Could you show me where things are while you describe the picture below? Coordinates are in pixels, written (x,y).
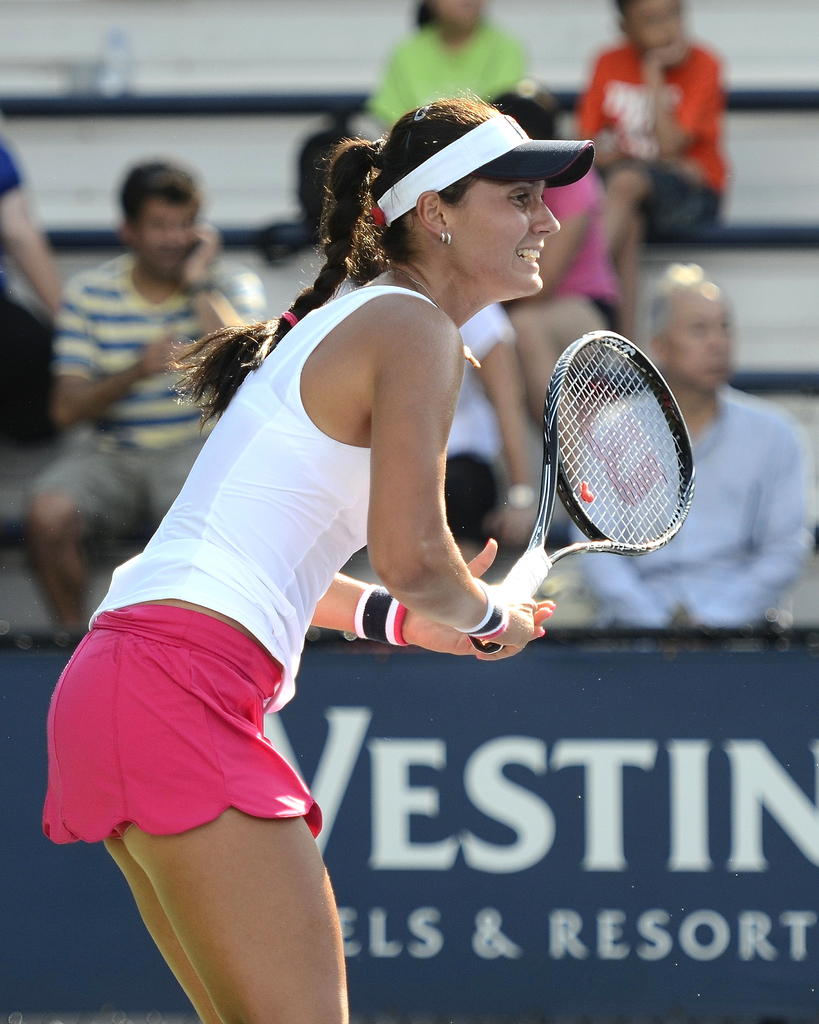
In this picture there is a woman (350,250) who is wearing t-shirt (230,546), short (76,726) and cap (431,178). She is holding a tennis racket (640,486). On the background (700,112) we can see group of persons (415,52) sitting on the stairs (785,340). On the bottom (657,792) background (650,715) we can see a board (592,770).
